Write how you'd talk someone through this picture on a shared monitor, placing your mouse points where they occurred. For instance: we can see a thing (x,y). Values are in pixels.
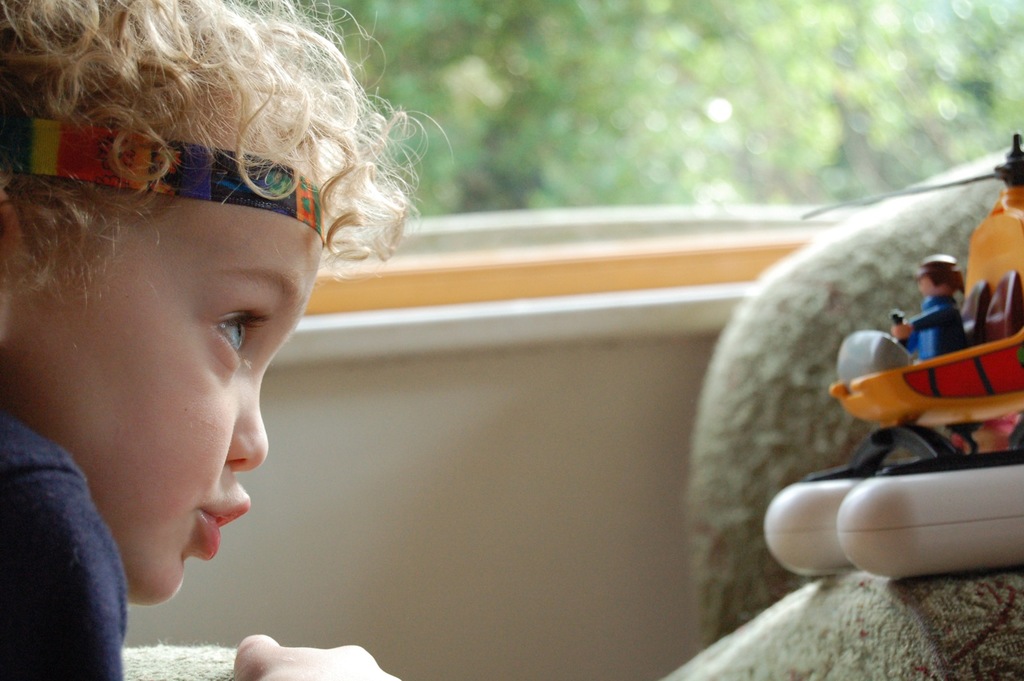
In this image there is a kid (134,359) is wearing a blue shirt (67,577). Right side (1006,561) there is a toy (926,507) on the cloth (864,635). Background (426,513) there is window (594,186) to the wall (533,407). From window (658,147) few trees (631,81) are visible.
